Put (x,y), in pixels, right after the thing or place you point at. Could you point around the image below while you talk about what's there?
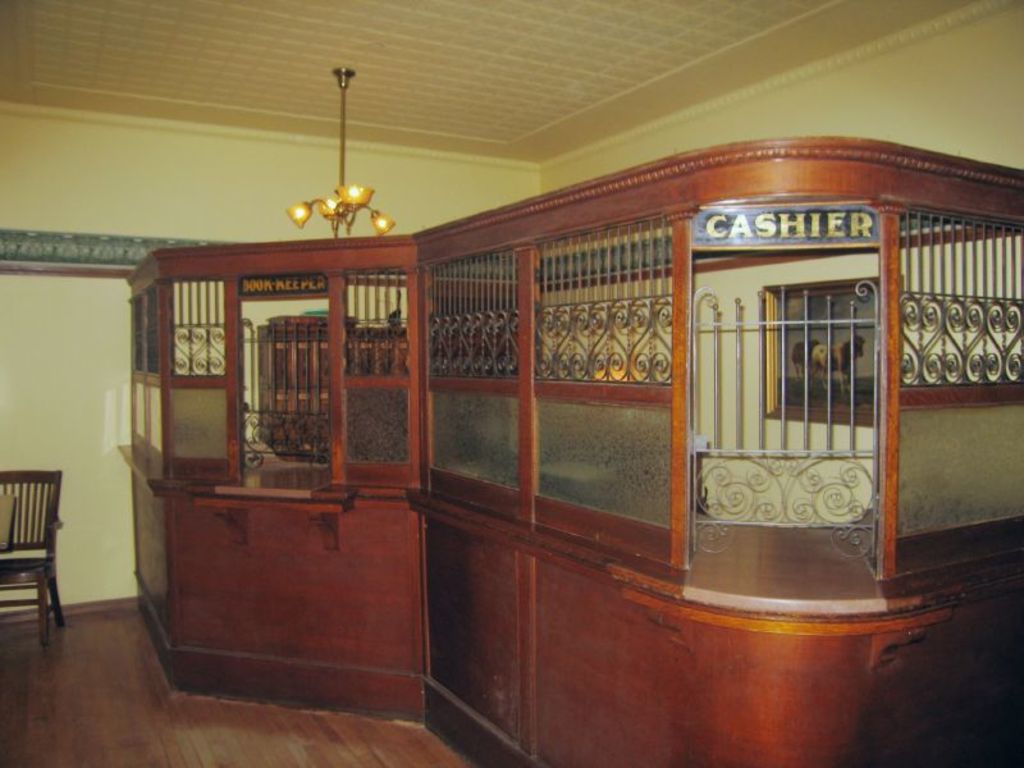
In this image, we can see cash counters (486,460) and there are railings (496,339). In the background (44,557), there is a chair (52,507) and we can see lights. At the top (412,104), there is roof (639,48) and at the bottom (220,748), there is floor (259,744).
